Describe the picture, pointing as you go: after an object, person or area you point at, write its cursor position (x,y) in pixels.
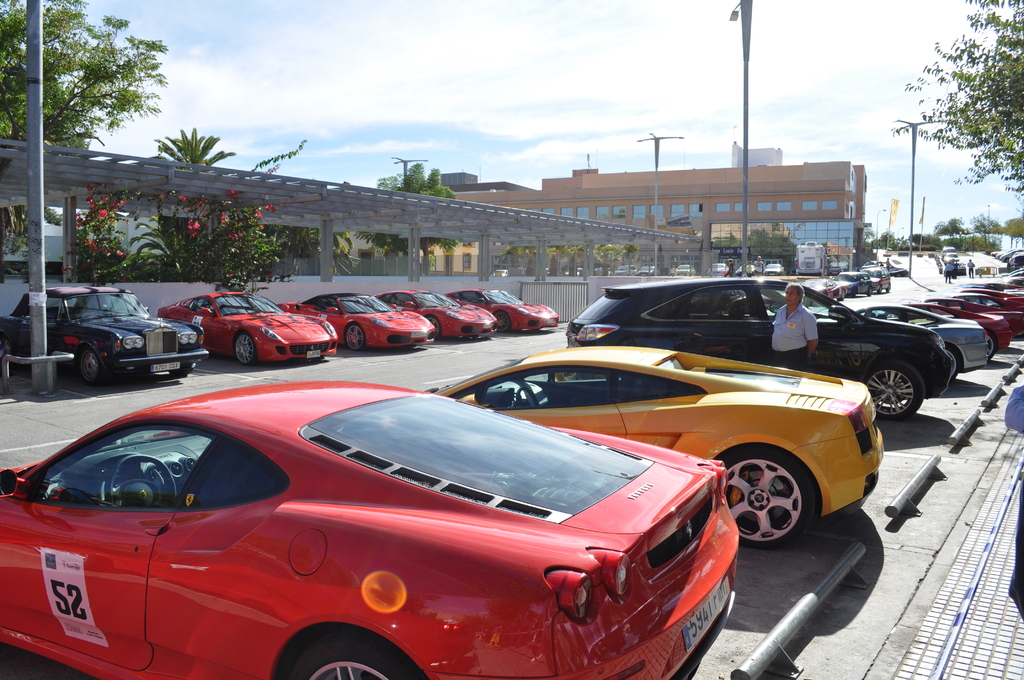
This image is taken outdoors. At the top of the image (208,91) there is a sky (389,76) with clouds (831,82). At the bottom of the image (874,573) there is a road (897,466) and many cars (97,354) are parked on the road (973,444). On the left side of the image (43,295) there are many trees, poles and street lights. In the background (1014,159) there are many trees (266,245), a building (470,252) with walls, windows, doors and roof (432,231). There is a railing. A man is standing on the road (564,325).
